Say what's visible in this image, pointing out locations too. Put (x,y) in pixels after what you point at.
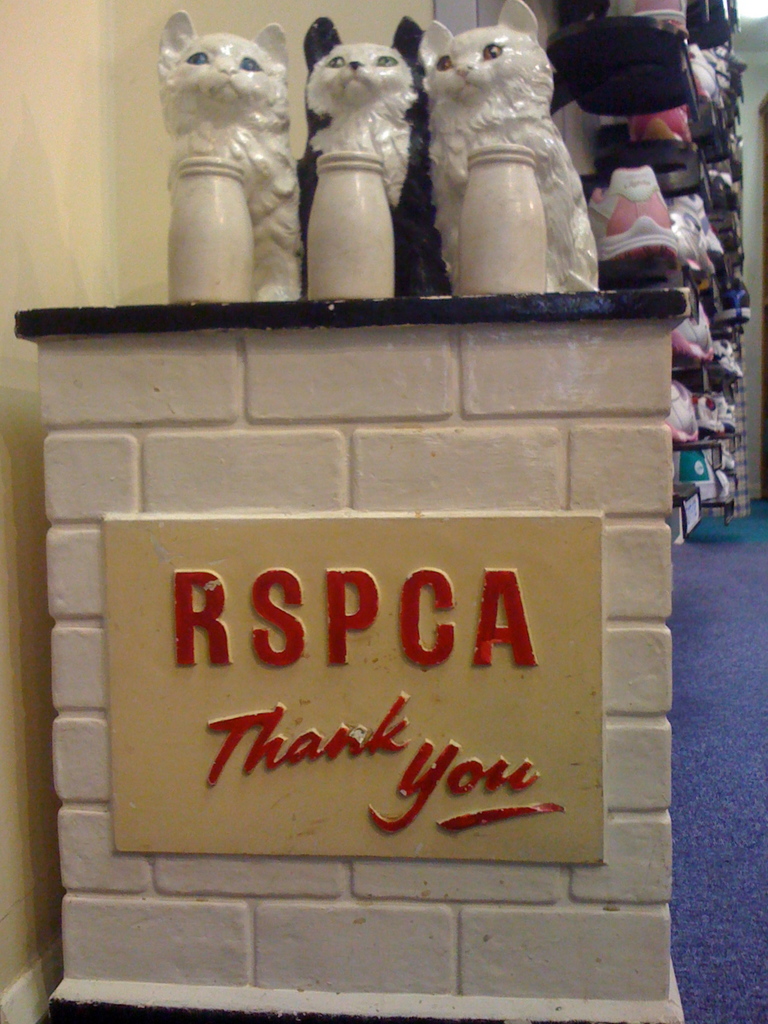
In this picture I can observe three sculptures (253,184) of cats (483,79) in the top of the picture (322,123). In the middle of the picture (316,533) I can observe cream color board (326,559) on the wall (130,969). There is red color text (412,594) on the board (316,701).
